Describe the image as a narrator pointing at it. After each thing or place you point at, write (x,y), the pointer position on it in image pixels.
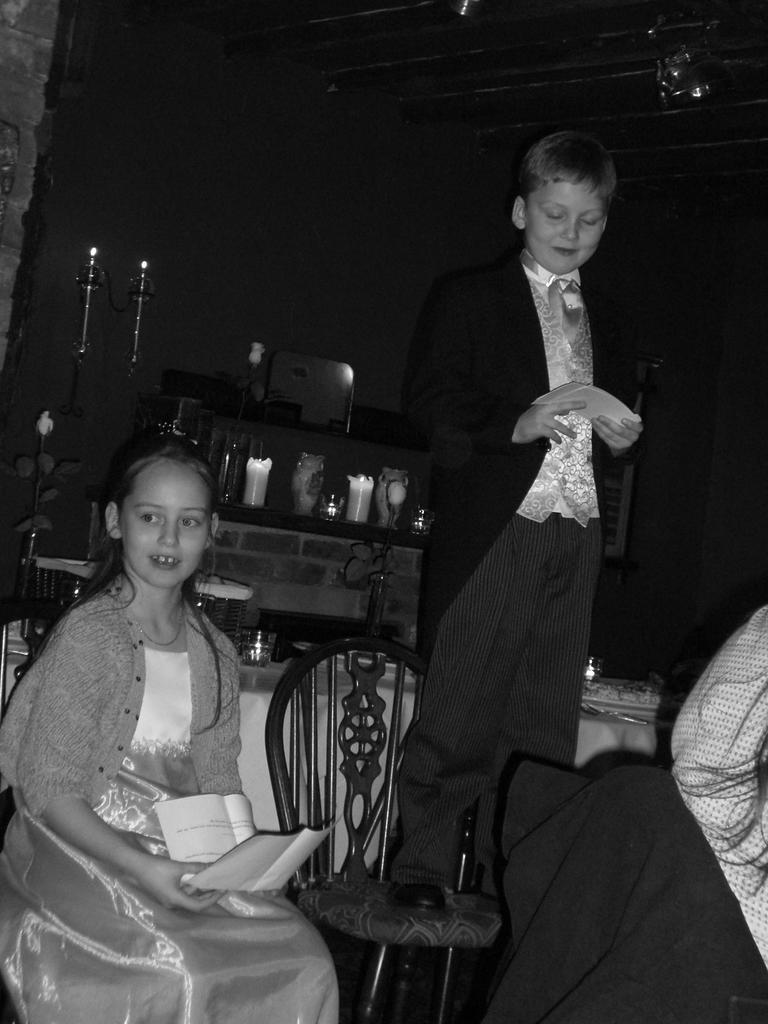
This is a black and white image, in this image in the left side (142,688) there is one girl (131,768) who is sitting and she is holding some papers (247,827). Beside her there is one boy (521,720) who is standing on a chair (493,901), and on the right side (706,789) there is another girl (701,768) and in the background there are some candles (350,508), table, chairs (23,636). On the table (271,663) there are some bowls (250,663), and in the background (109,288) there are some objects (103,275) and at the top (391,66) there is ceiling (560,76).
